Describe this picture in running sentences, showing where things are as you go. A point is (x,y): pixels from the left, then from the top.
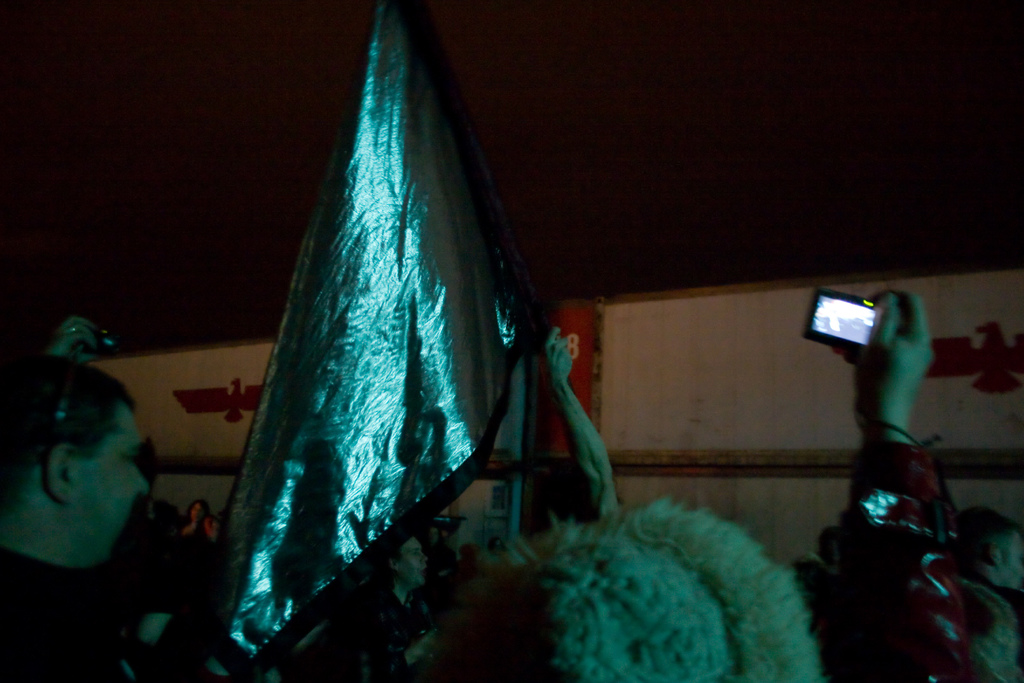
In this picture we can see some people (552,588) standing, a person (880,344) on the right side (863,599) is holding a camera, we can see a flag (413,375) in the middle (411,295), there is a dark background (725,164).
